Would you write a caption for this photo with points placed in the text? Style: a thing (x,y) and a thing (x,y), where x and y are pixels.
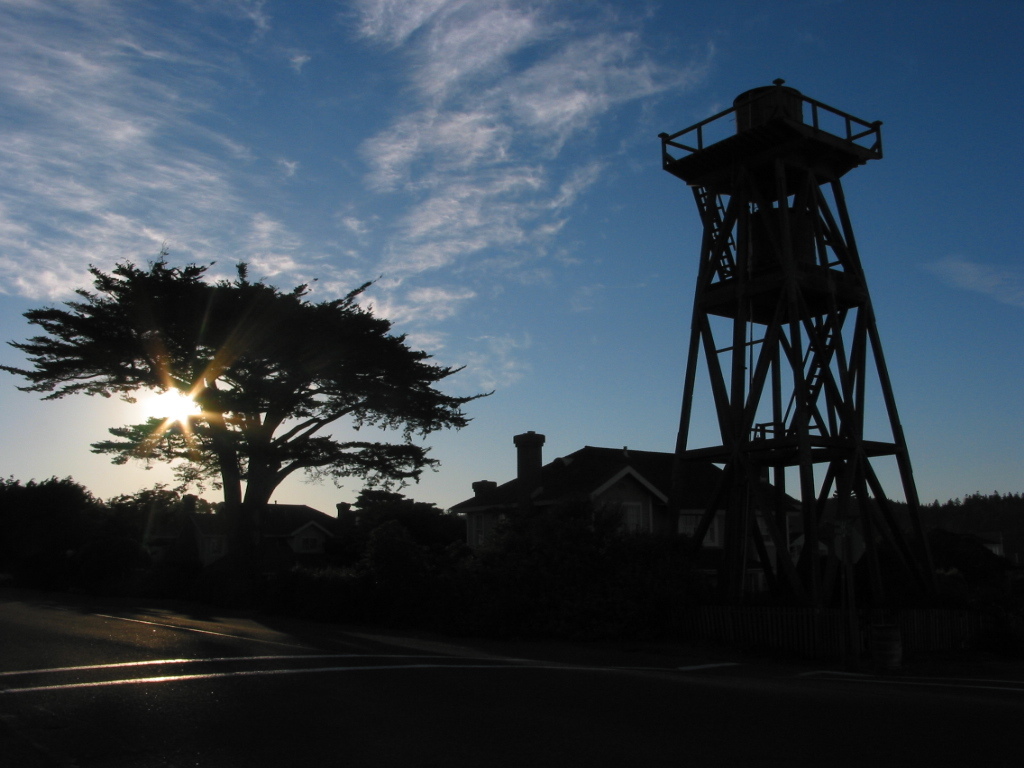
In the image we can see trees (165,451), house (544,496) and observation tower (804,290). Here we can see the road (370,725) and the cloudy sky (351,176).
